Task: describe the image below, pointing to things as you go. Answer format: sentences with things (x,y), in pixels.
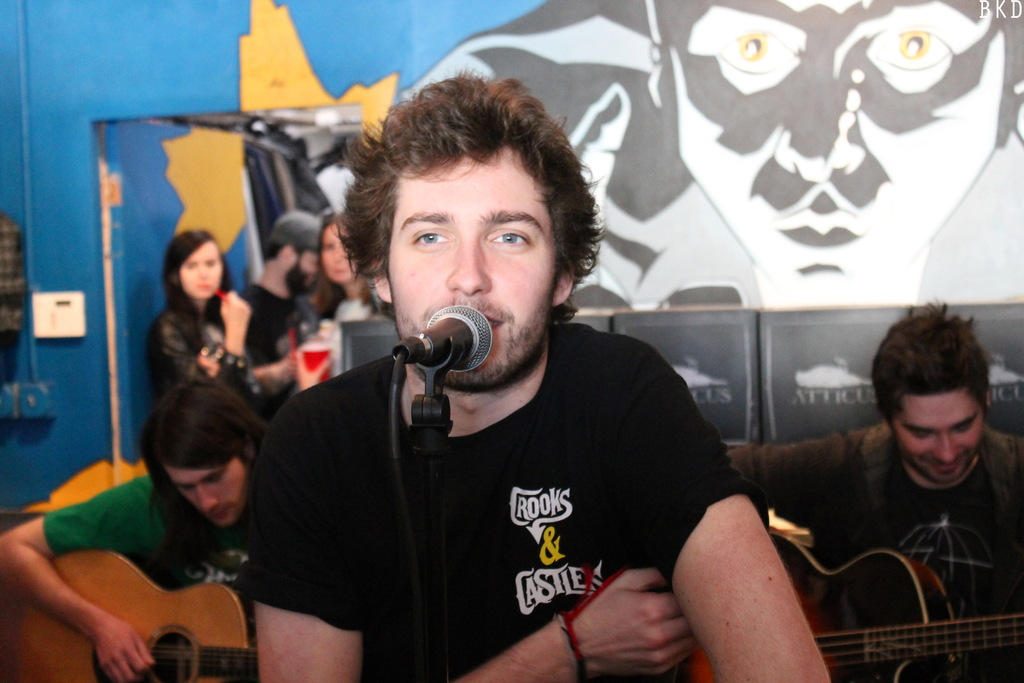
In this image I see 3 men (373,609), in which 2 of them are holding the guitar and one of them is front of the pic. In the background (337,306) I see the wall (53,443) and 3 persons (364,316).
